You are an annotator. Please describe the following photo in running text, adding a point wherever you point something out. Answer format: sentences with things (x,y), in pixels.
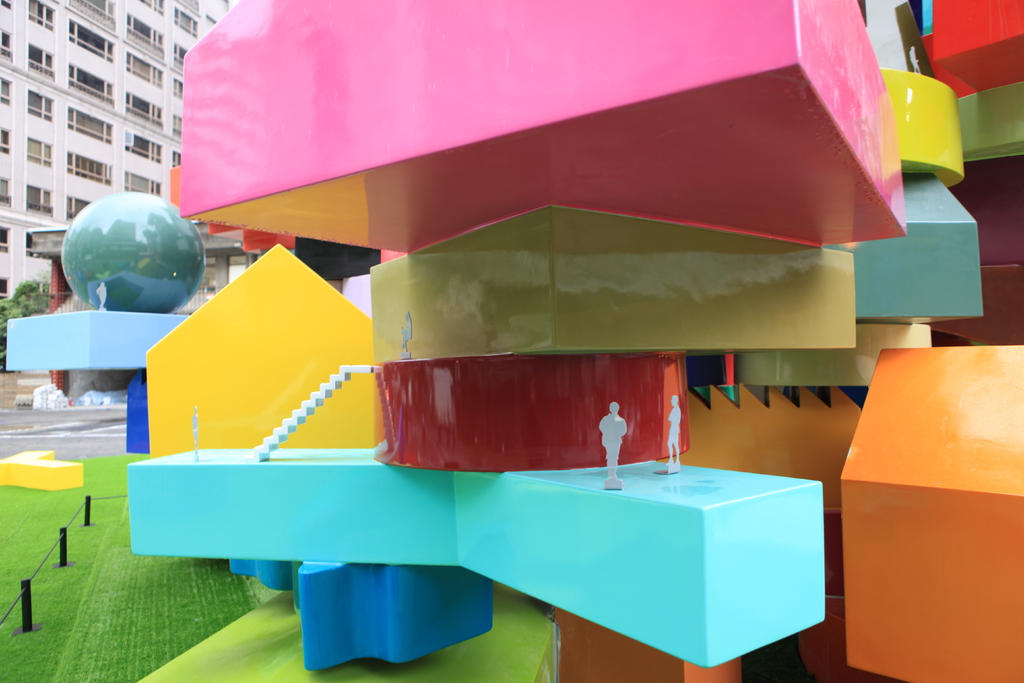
In the image we can see there are colourful blocks (519,344) kept on the floor (172,578) and behind there is a building (119,107).
